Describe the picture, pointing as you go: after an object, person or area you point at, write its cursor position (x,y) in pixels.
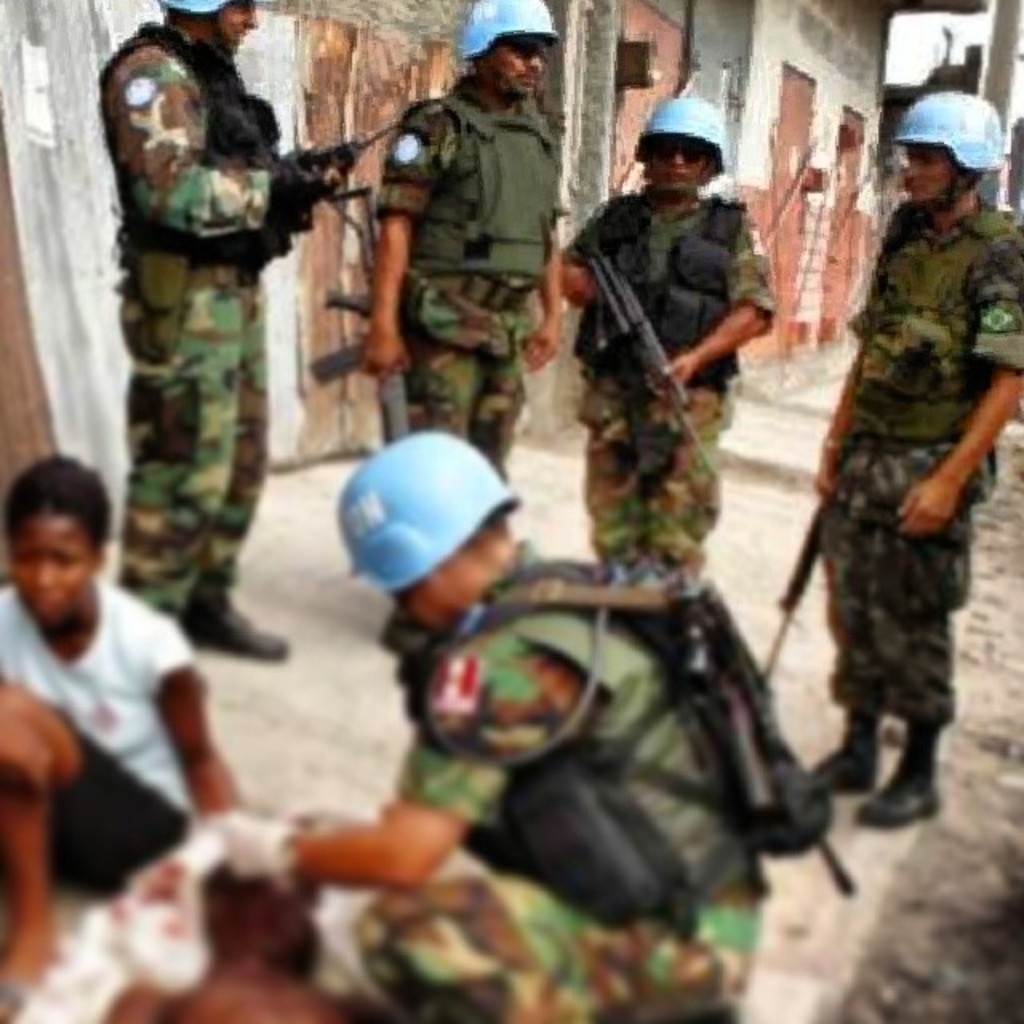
On the left side (249,916), there is a person (263,965) lying on a cloth (148,938), which is on a footpath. Beside this person (137,1011), there is a woman (53,565) sitting on the footpath (213,728) and a person (578,759) in a uniform (676,757) squatting. In the background (960,465), there are four persons (519,97) in uniform (956,376) and holding guns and on the footpath (794,662) and there are buildings (821,88).
